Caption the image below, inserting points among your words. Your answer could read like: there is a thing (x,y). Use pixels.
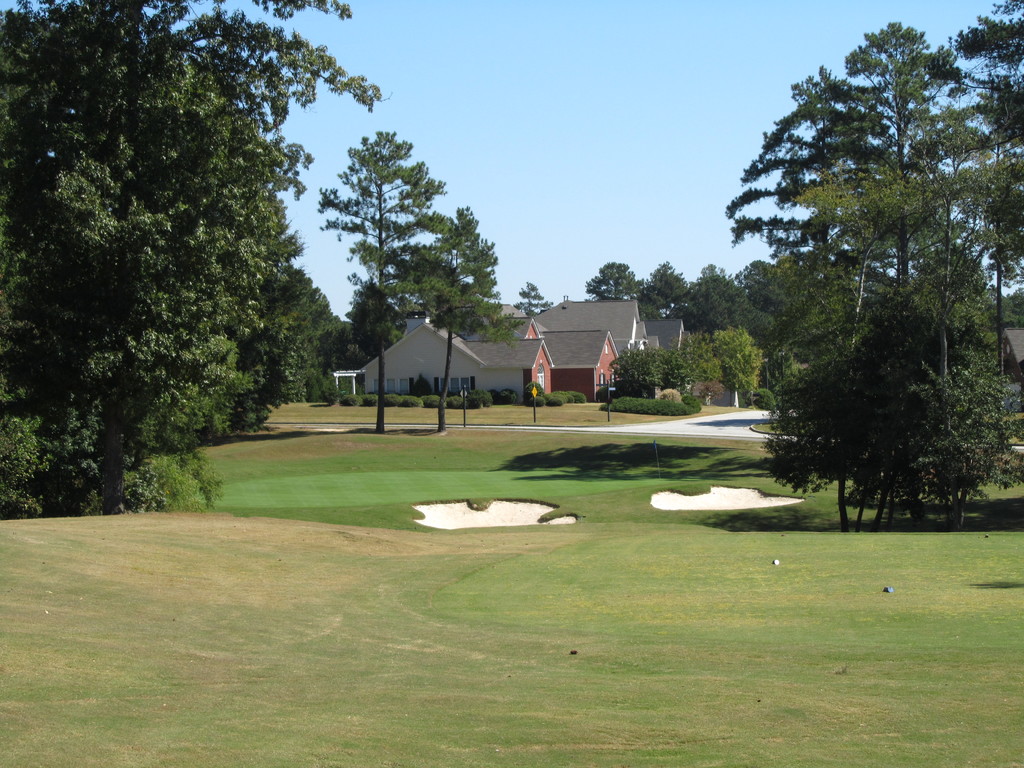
This is looking like a garden (298,721). At the bottom of the image (326,705) I can see the grass (326,705). In the background (519,342) there are some buildings (574,349), trees (916,333) and also I can see the road (718,423). At the top (595,127) I can see the sky (586,102).
